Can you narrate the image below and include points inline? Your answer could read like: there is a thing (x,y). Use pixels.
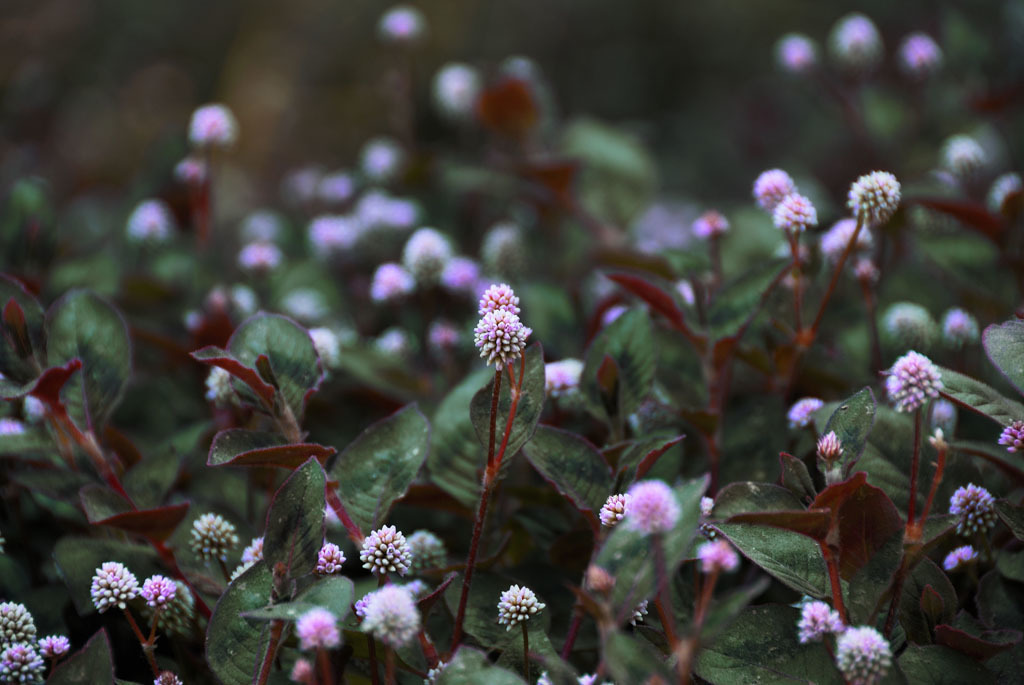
In this image I see green leaves (92,303) and pink color flowers (549,381) on the stems (825,479) and I can also see few white color flowers (859,181) and it is blurred in the background (871,199).
